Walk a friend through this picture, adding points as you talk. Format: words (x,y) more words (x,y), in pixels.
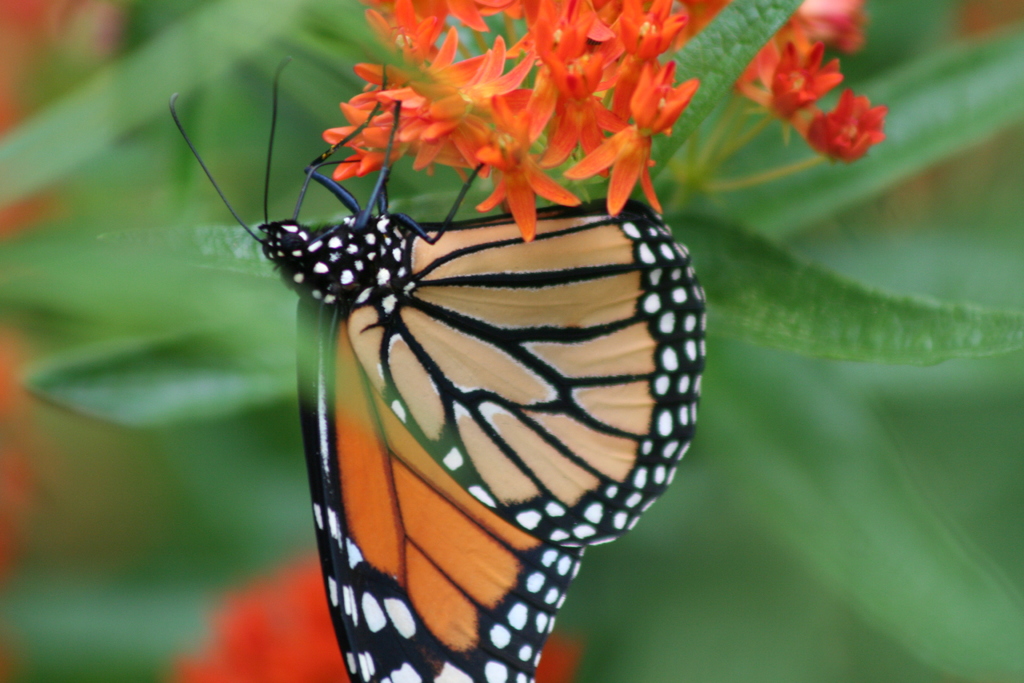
In the front of the image (599,457) there are flowers (643,125), leaves (706,87) and butterfly (553,392). In the background of the image (910,197) it is blurry.
